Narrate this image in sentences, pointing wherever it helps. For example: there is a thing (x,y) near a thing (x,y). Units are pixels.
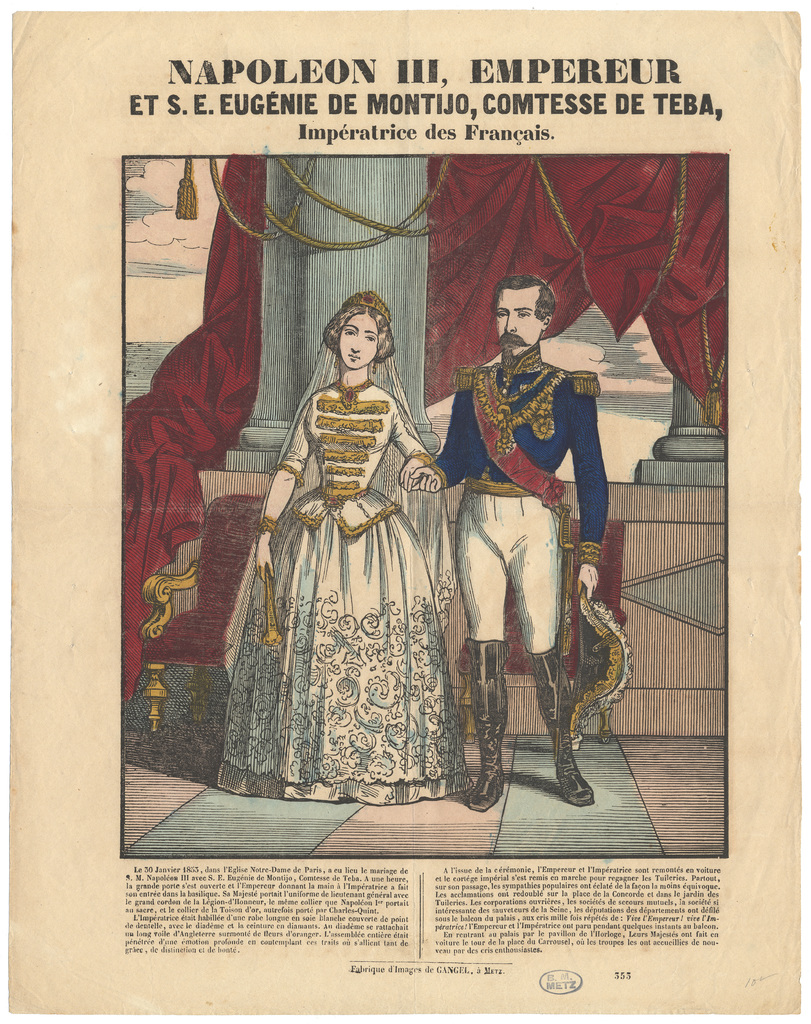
In this image we can see a paper (530,612) on which a king and queen painting (476,550) is there and some text (626,895) was written on the paper (518,957).
